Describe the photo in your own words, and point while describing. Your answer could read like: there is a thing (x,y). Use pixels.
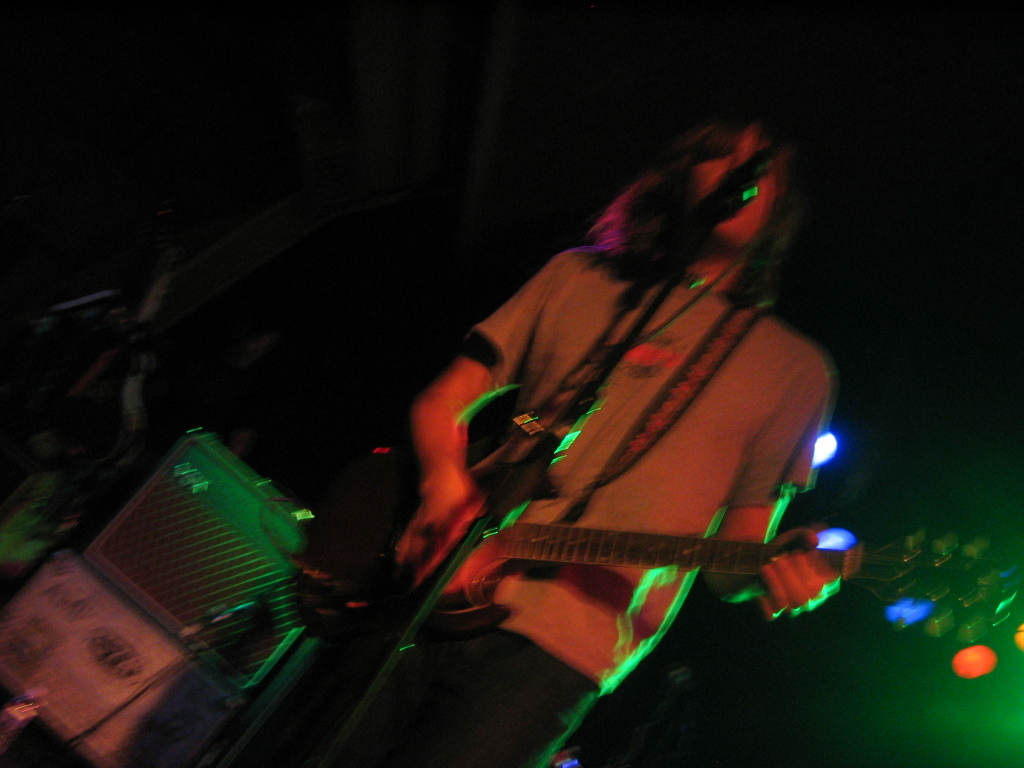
A man (616,599) is standing and playing guitar (623,545), behind him there are boxes (173,559) and light (1018,635).
